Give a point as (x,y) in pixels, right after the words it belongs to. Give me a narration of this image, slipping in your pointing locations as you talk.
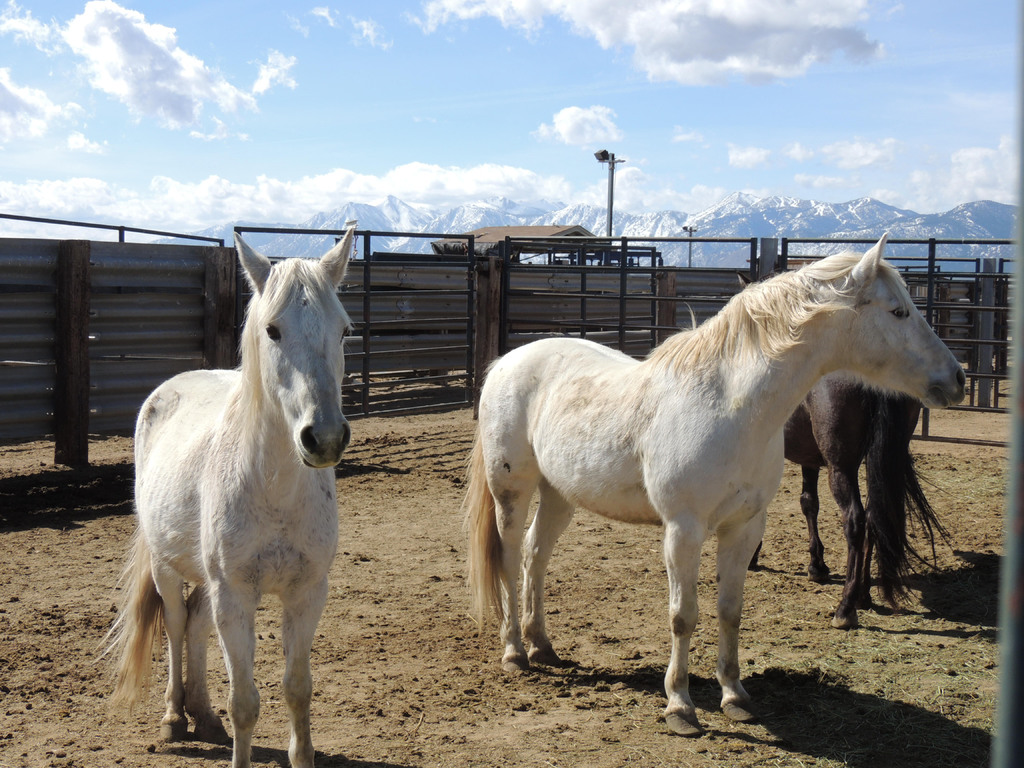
This image is taken outdoors. At the top of the image (194,115) there is a sky (382,85) with clouds (795,45). In the background (330,213) there are a few mountains (944,223) and a hut (589,236). In the middle of the image (345,317) there are three horses (532,388) in the stable (522,339). At the bottom of the image (428,671) there is a ground (570,620).
